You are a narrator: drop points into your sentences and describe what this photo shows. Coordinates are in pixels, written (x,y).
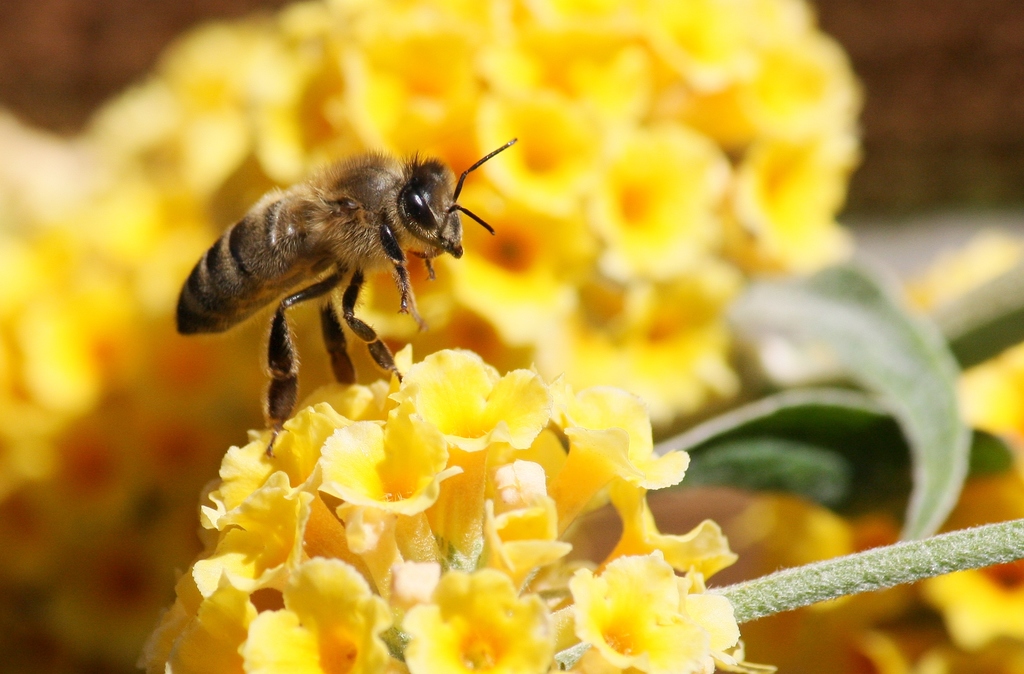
In this image we can see a yellow color flower (386,544) on which an insect (356,327) is there which is in brown color.
